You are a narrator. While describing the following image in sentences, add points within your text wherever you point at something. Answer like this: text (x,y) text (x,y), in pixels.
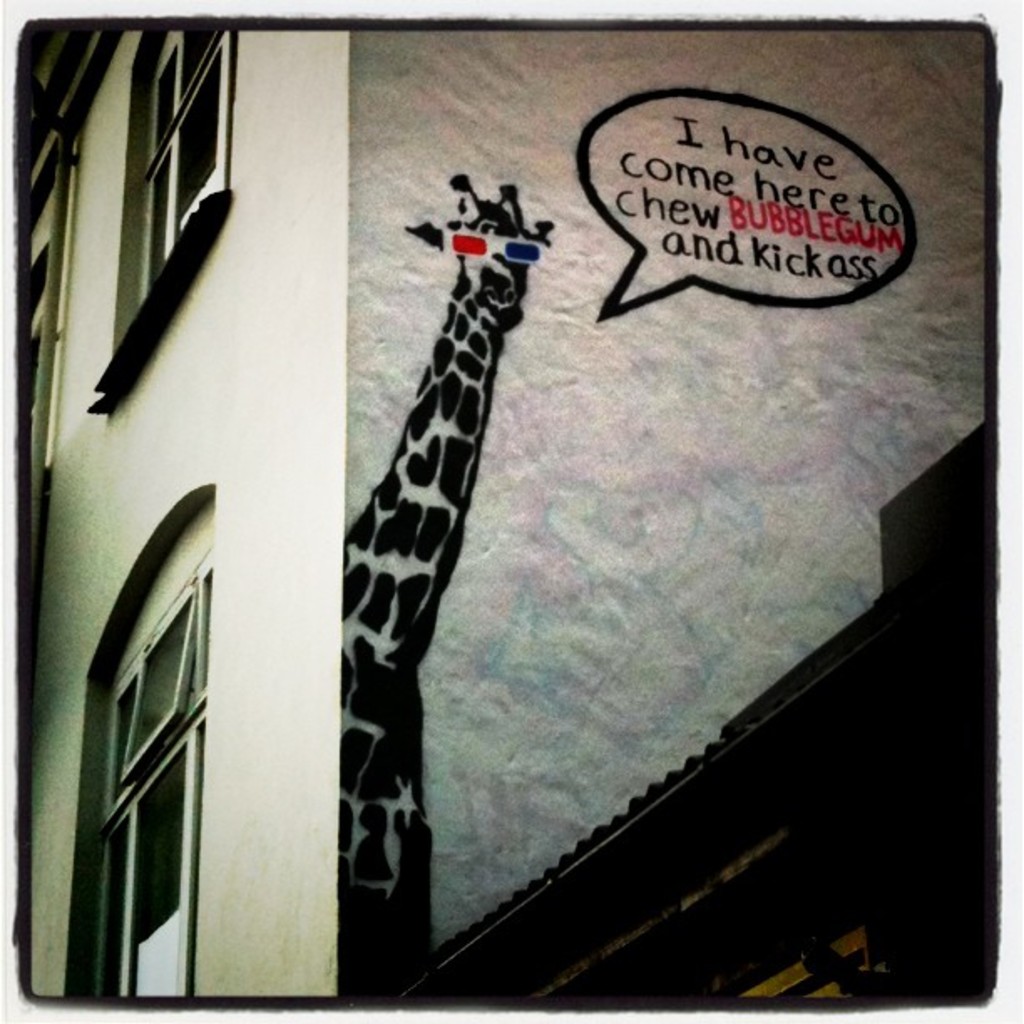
In this image we can see a building (196,423) with windows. On the wall (421,327) there is a drawing (421,596) of a giraffe (452,438). Also something is written.
